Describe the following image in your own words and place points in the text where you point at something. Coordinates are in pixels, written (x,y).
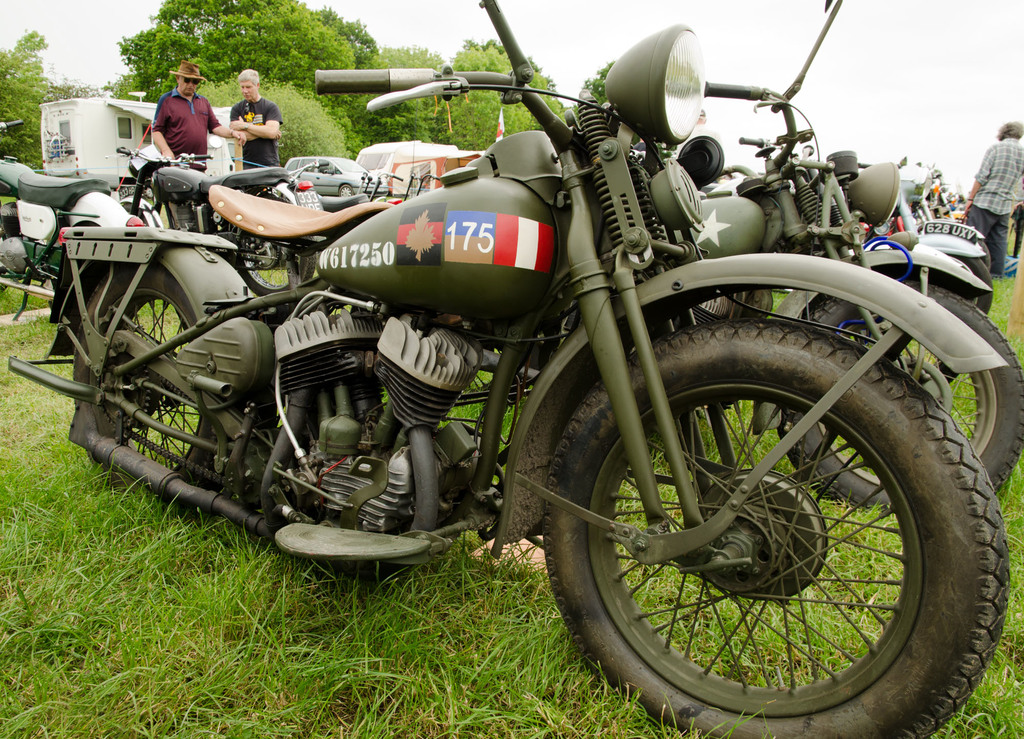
In the center of the image (533,418) we can see the vehicles (505,309). In the background of the image (71,98) we can see the trees (14,78), grass (759,447), house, flags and some people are standing. At the bottom of the image (31,681) we can see the ground (383,612). At the top of the image (955,143) we can see the sky (1017,104).
